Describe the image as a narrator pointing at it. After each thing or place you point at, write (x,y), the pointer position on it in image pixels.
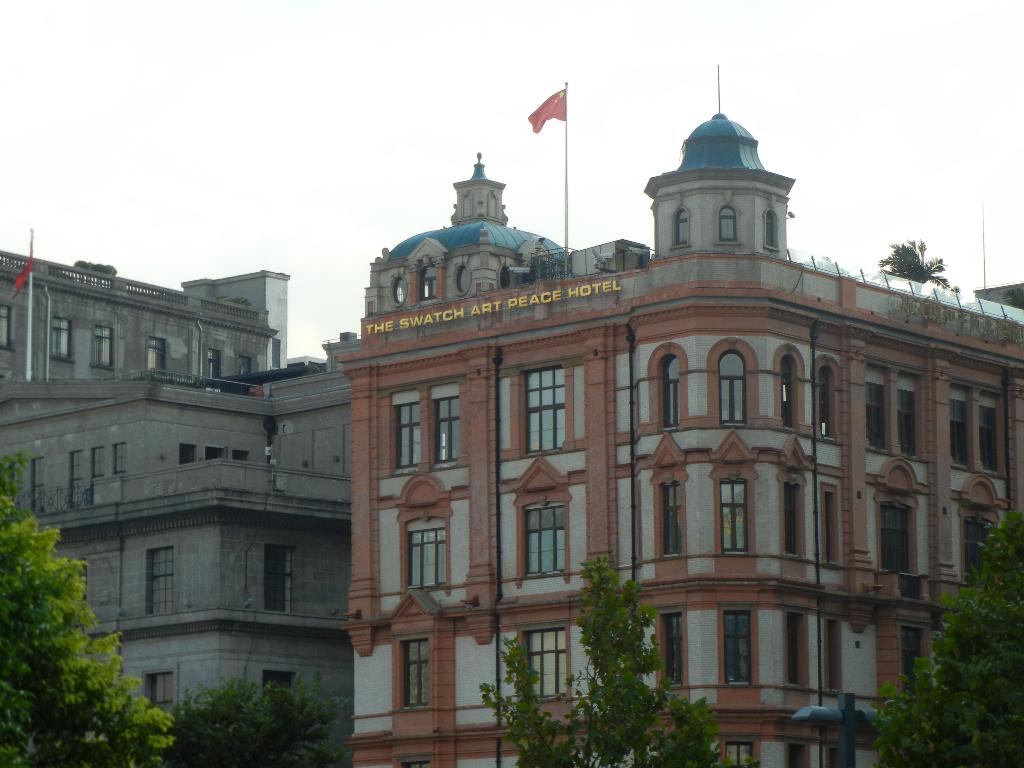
In the picture I can see a building (627,483) which has the swatch art peace hotel written on it and there is another building (218,410) beside it and there are few trees (66,595) on either sides of the buildings (564,689).
